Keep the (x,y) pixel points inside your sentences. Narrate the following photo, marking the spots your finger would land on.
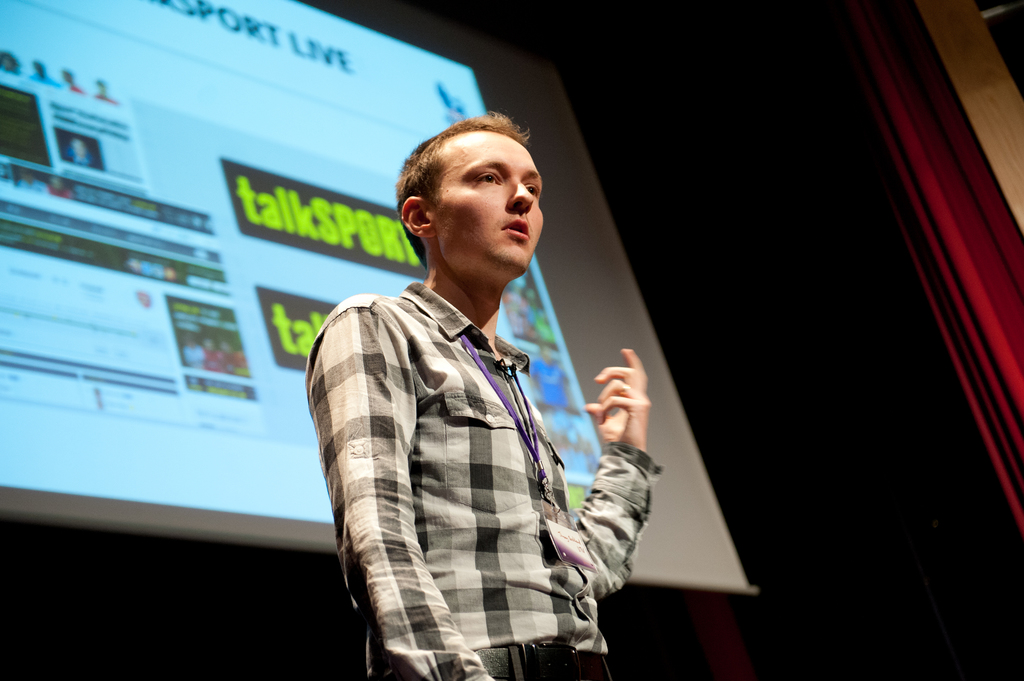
As we can see in the image there is a man (501,173) standing over here and there is a screen (249,249). On the right side (1005,469) there is red a color curtain (938,225).
